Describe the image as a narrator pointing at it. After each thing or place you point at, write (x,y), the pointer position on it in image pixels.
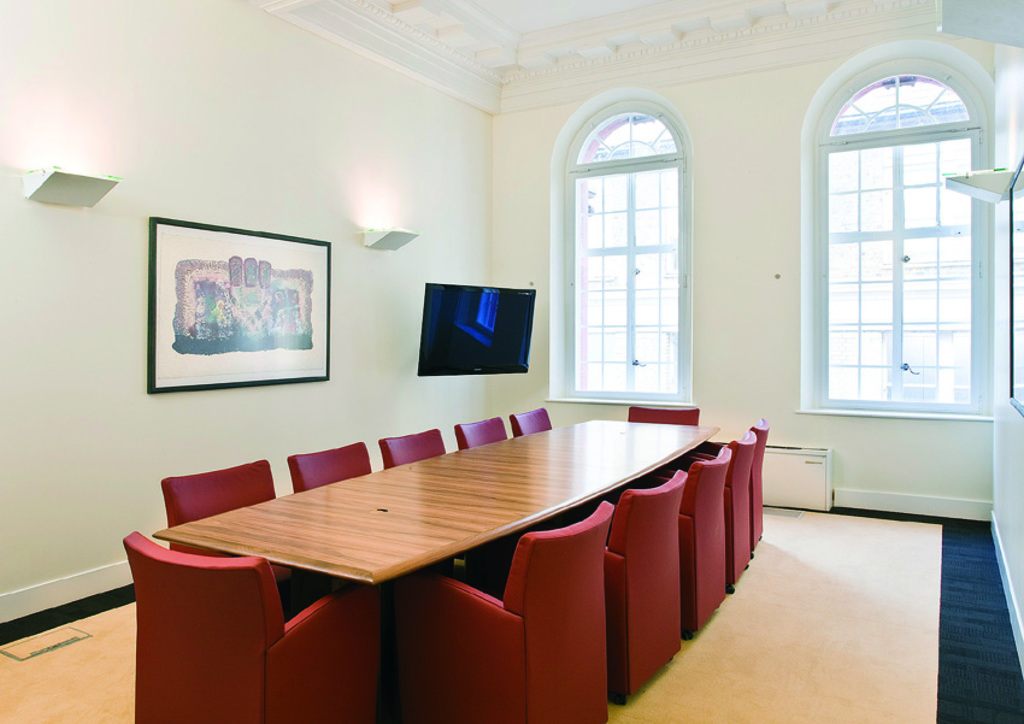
This image is taken indoors. At the bottom of the image (822,654) there is a floor (76,609). In the background (624,195) there is a wall (528,287) with windows (668,289), lamps (387,233), a picture frame (306,249) and a monitor (513,316) on it. At the top of the image (508,59) there is a ceiling (508,59). In the middle of the image (398,460) there is a table (339,485) and many chairs (509,585) on the floor (743,647).
